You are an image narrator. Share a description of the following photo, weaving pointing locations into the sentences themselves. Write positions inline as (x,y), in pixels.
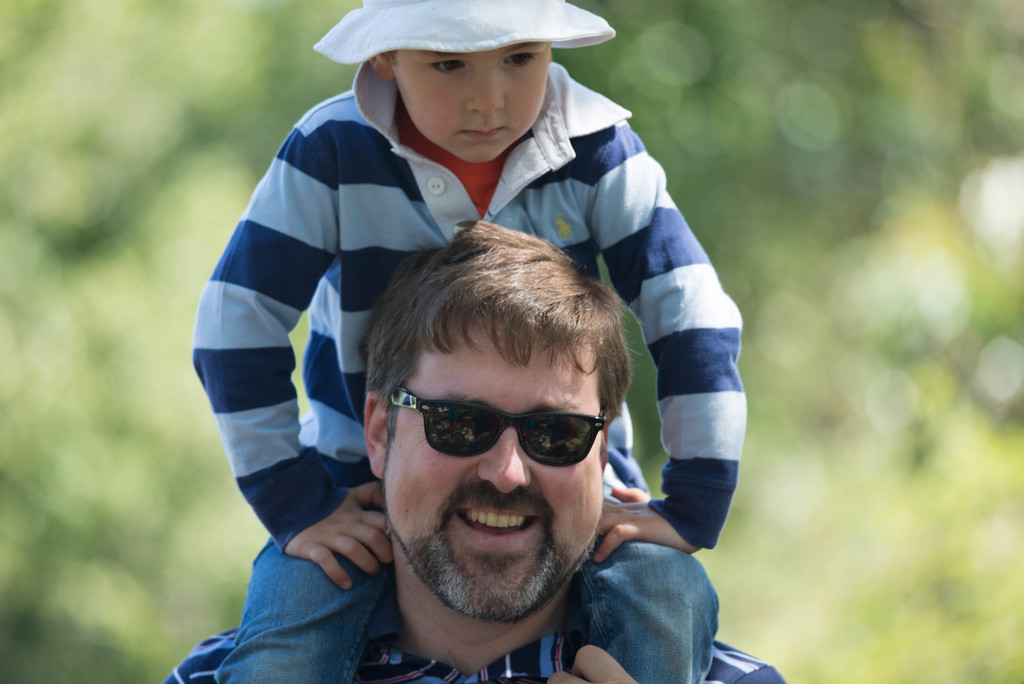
There is a man (455,568), he is carrying a boy (612,559) on his shoulders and he is smiling and he is also wearing black goggles (450,444) and the background of the man (405,485) is blur.
